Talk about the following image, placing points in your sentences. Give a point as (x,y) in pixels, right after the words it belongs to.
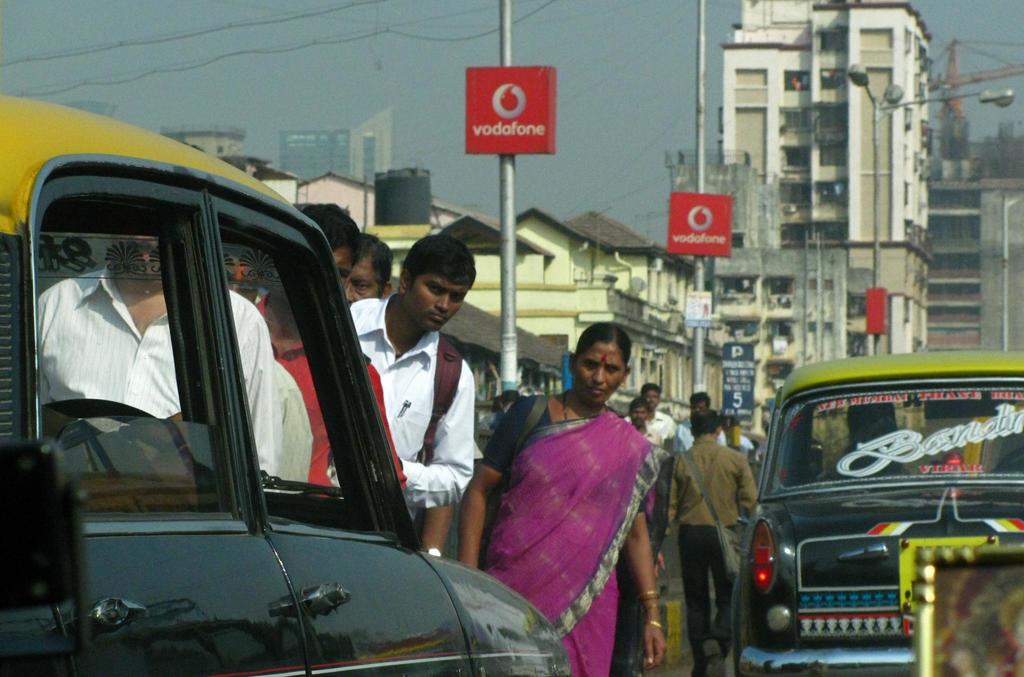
This image is clicked on the road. On the road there are few people (526,466) who are looking at the taxi (202,445) which is in front of them. In the background (703,327) there are electric poles (506,251) on the footpath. In the background (724,149) there are buildings (801,212). At the top (607,88) there is sky (616,96). There are hoardings (522,124) to the poles (703,283).
